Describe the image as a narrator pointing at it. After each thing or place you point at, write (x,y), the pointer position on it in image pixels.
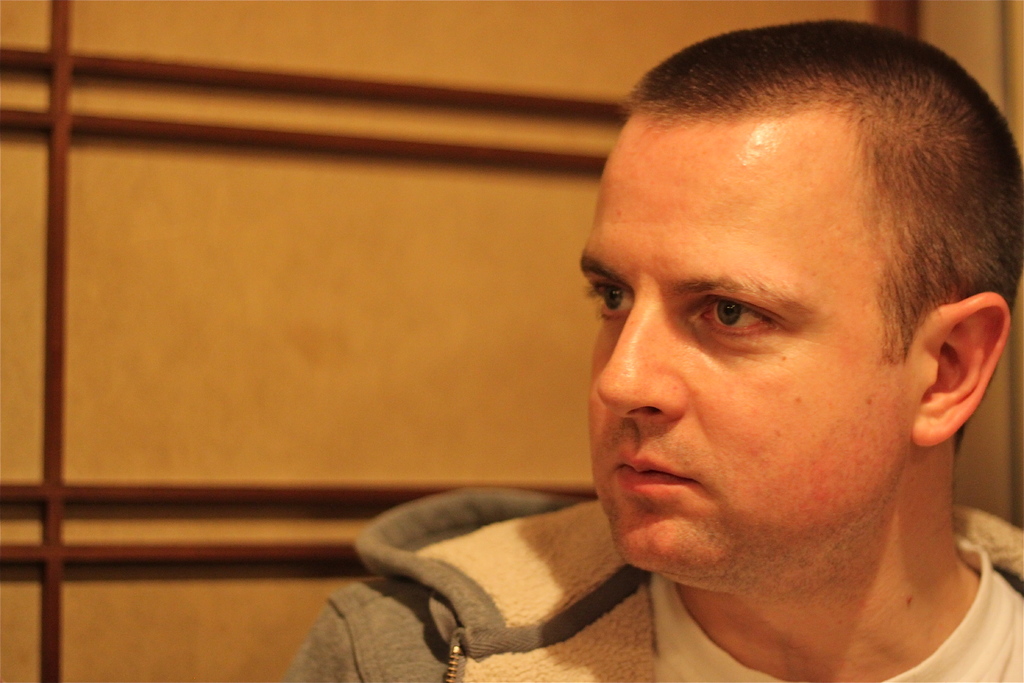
In this image we can see a man (668,361). In the background (327,447) there is a wall (334,149).
